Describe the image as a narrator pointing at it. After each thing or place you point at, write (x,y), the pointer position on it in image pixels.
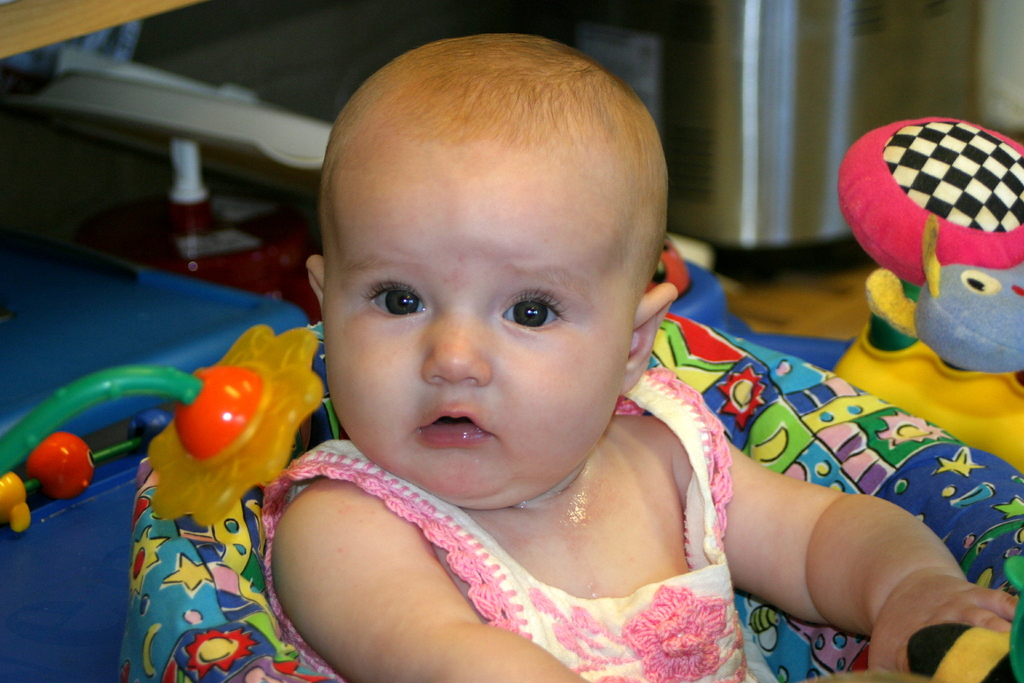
There is a baby (660,378) inside a sitter (784,424) in the foreground area of the image (599,430), there are some other objects (740,132) and a toy (869,171) in the background (750,186).
